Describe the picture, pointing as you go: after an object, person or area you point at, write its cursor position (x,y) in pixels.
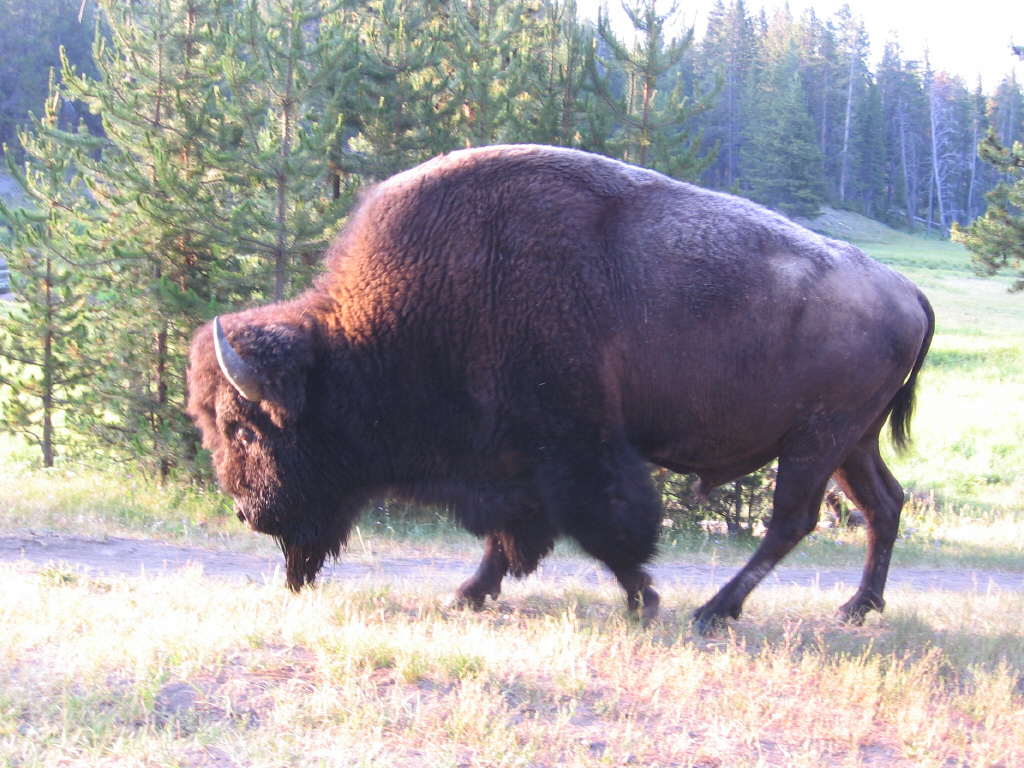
In the image we can see there is an animal (649,425) standing on the ground (796,626) and the ground (238,682) is covered with grass (57,683). Behind there are trees (872,153).
